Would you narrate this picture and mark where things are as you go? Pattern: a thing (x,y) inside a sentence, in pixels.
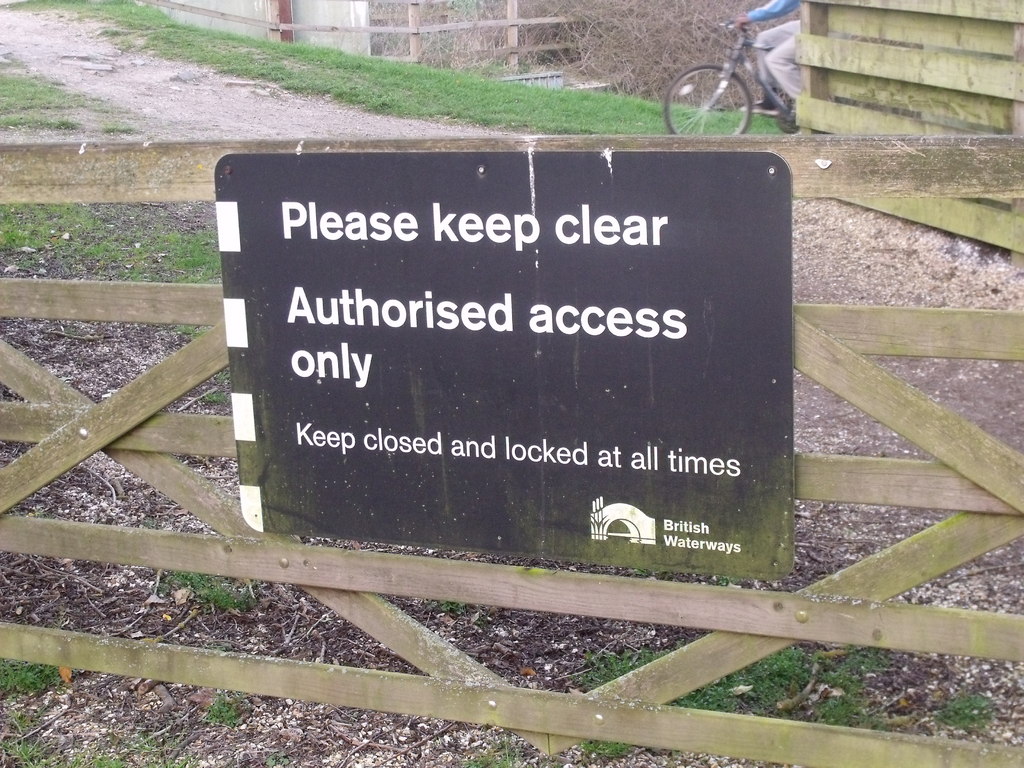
In this image we can see an information board (381,440) attached to the wooden grill (515,568), ground (506,673), grass (695,699) and a person (776,34) riding the bicycle (761,82).
